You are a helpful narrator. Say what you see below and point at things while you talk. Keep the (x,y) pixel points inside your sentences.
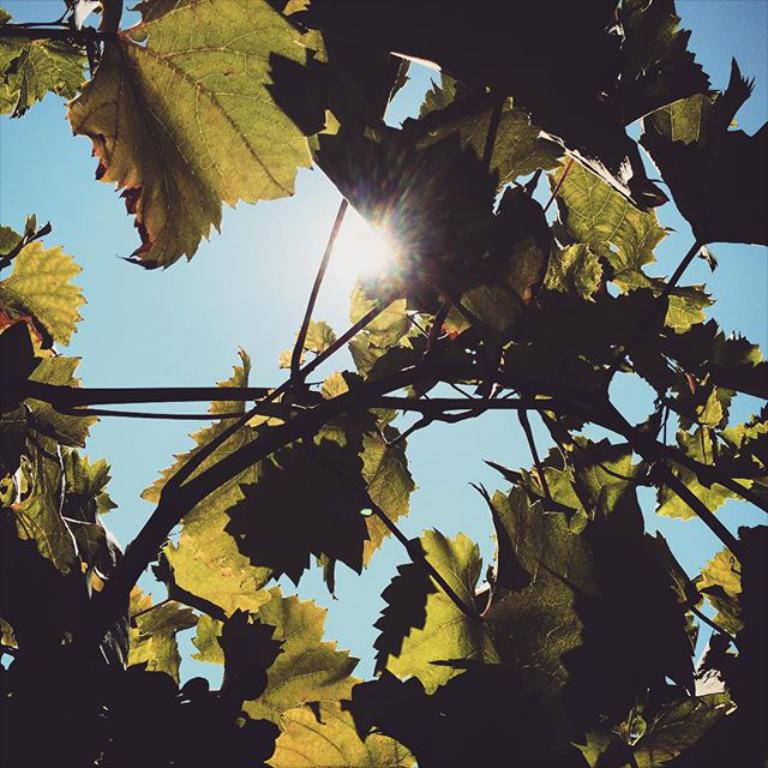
In this image we can see leaves (229,35), branches (316,284), sky (249,300) and sun (370,253).
